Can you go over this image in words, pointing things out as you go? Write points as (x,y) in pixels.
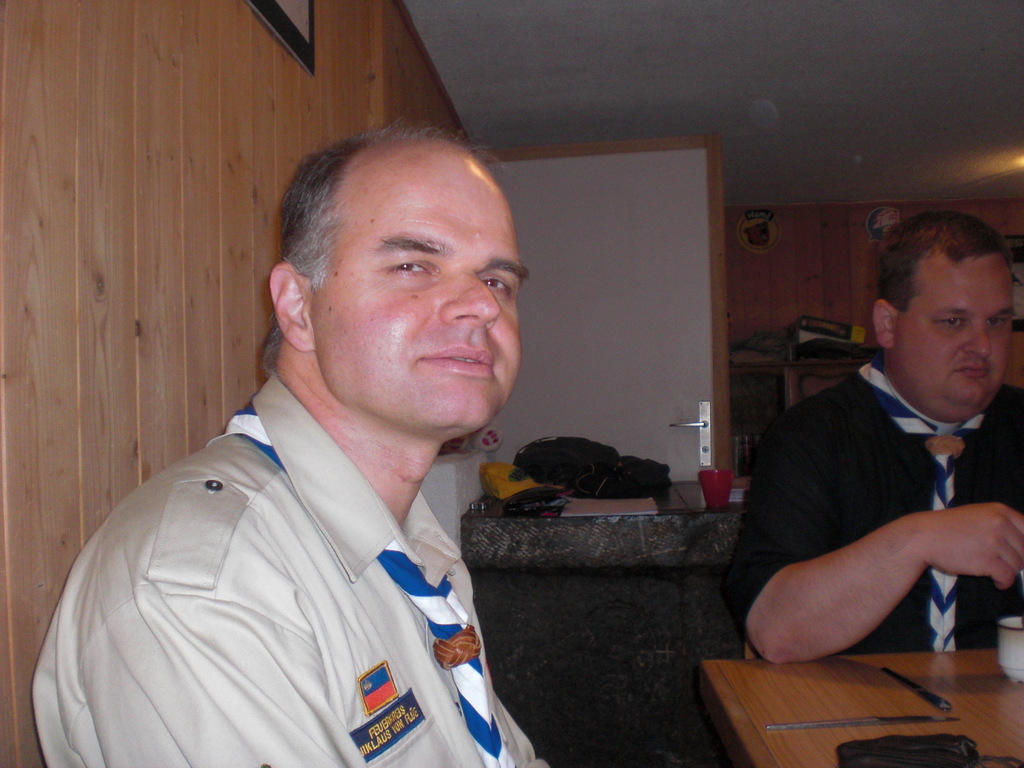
In this image there are persons (472,651) sitting. In the front (315,570) the man (318,552) is sitting and having some expression on his face (419,355). On the right side (868,500) there is a man (868,500) wearing black colour shirt (822,485) is sitting and leaning on the table (967,688) which is in front of him. On the table (958,672) there is a cup (1022,662) and there are pens (927,697). In the background (660,343) there is a door (702,292) and there are objects (609,483) which are red and black in colour.
